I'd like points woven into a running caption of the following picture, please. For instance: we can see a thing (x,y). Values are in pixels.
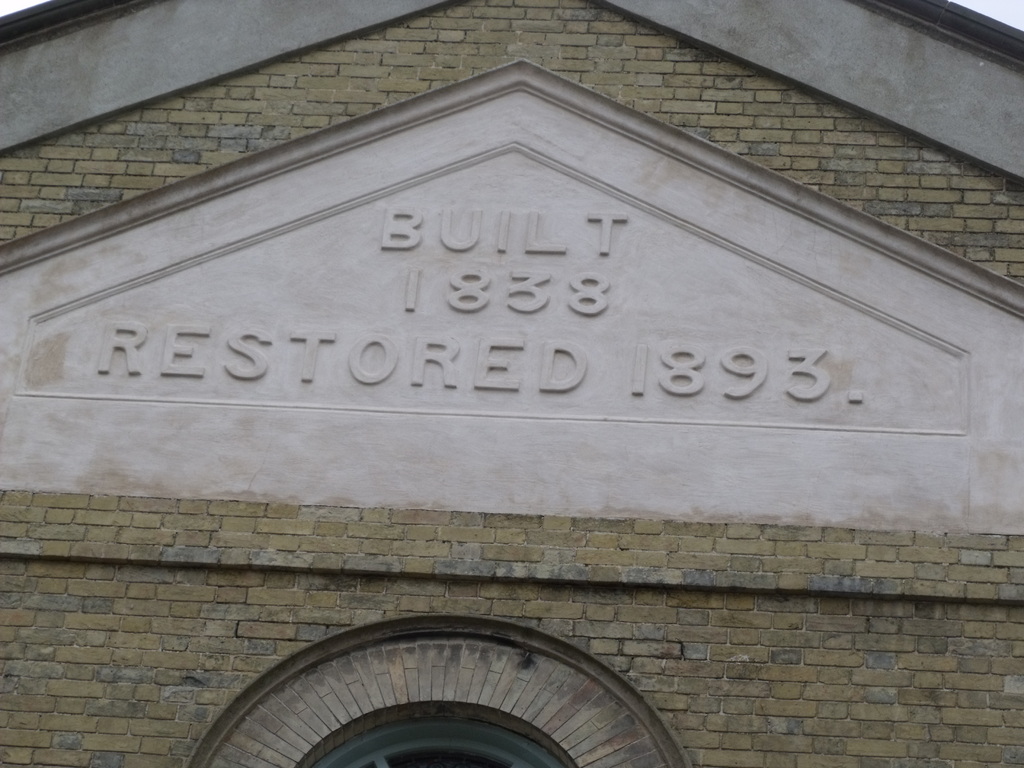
In the image we can see a building (885,615), this is a text (429,286) and these are the bricks (146,626).
